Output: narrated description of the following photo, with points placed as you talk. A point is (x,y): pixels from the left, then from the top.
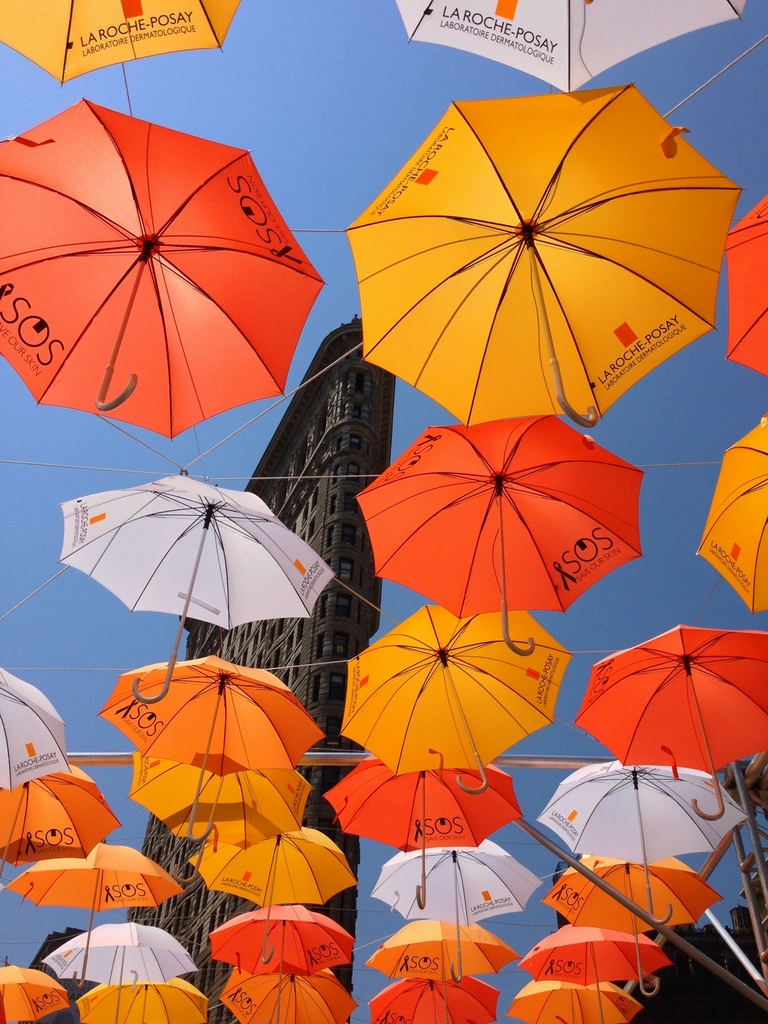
This image is taken outdoors. In the background (299,75) there is the sky (302,91) and there are a few buildings (325,557). In the middle of the image (466,534) there are many umbrellas (381,968).
